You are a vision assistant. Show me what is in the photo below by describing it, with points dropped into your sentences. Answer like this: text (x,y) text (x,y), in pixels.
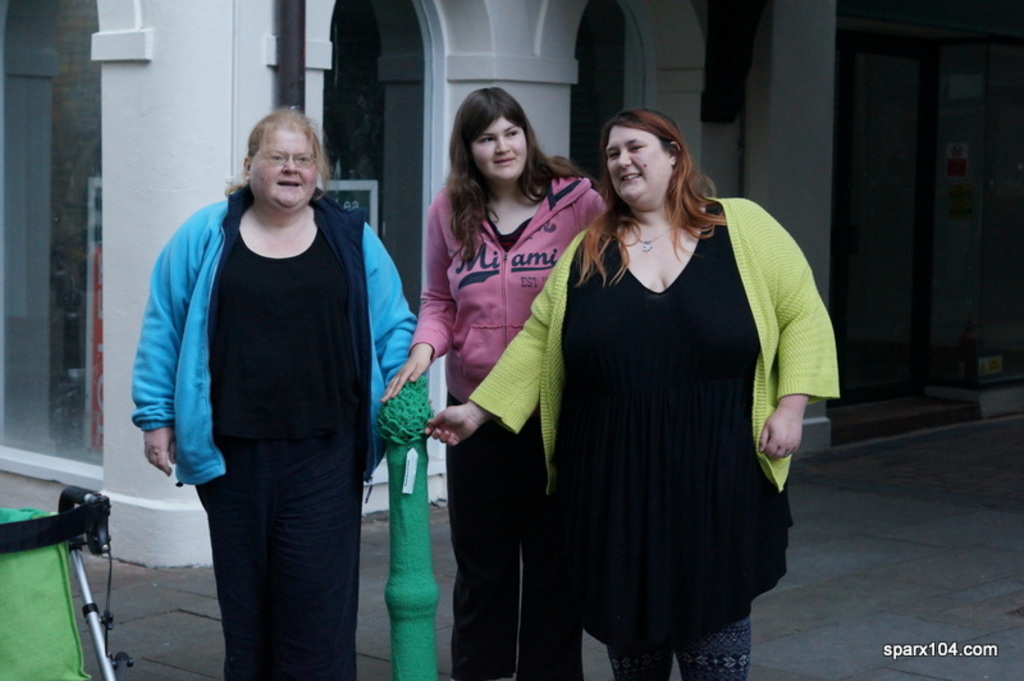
In this image we can see three ladies (501,306) standing. Near to them there is a pole (408,542). In the back (241,87) there is a building (140,86) with arches (494,41) and pillars (521,70). In the left bottom corner (69,600) there is an object (57,543). In the right bottom corner (916,652) something is written.
